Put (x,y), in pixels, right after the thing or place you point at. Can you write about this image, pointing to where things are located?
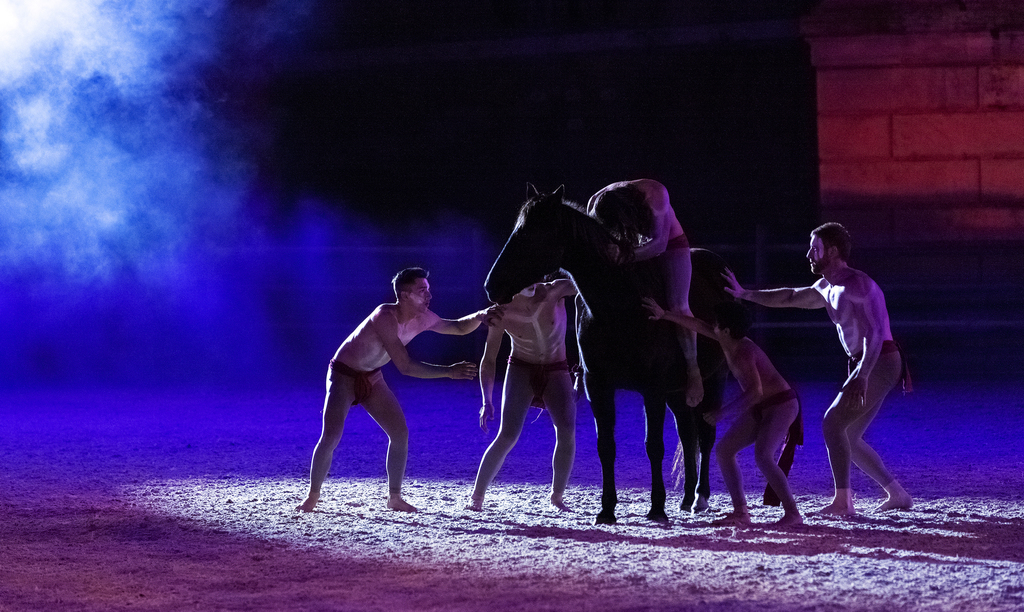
In this picture we can see some people (348,384) are standing on the sand (358,601) and a horse (684,388) with a person (593,200) sitting on it. In the background (822,87) we can see the wall (818,114) and it is dark.
